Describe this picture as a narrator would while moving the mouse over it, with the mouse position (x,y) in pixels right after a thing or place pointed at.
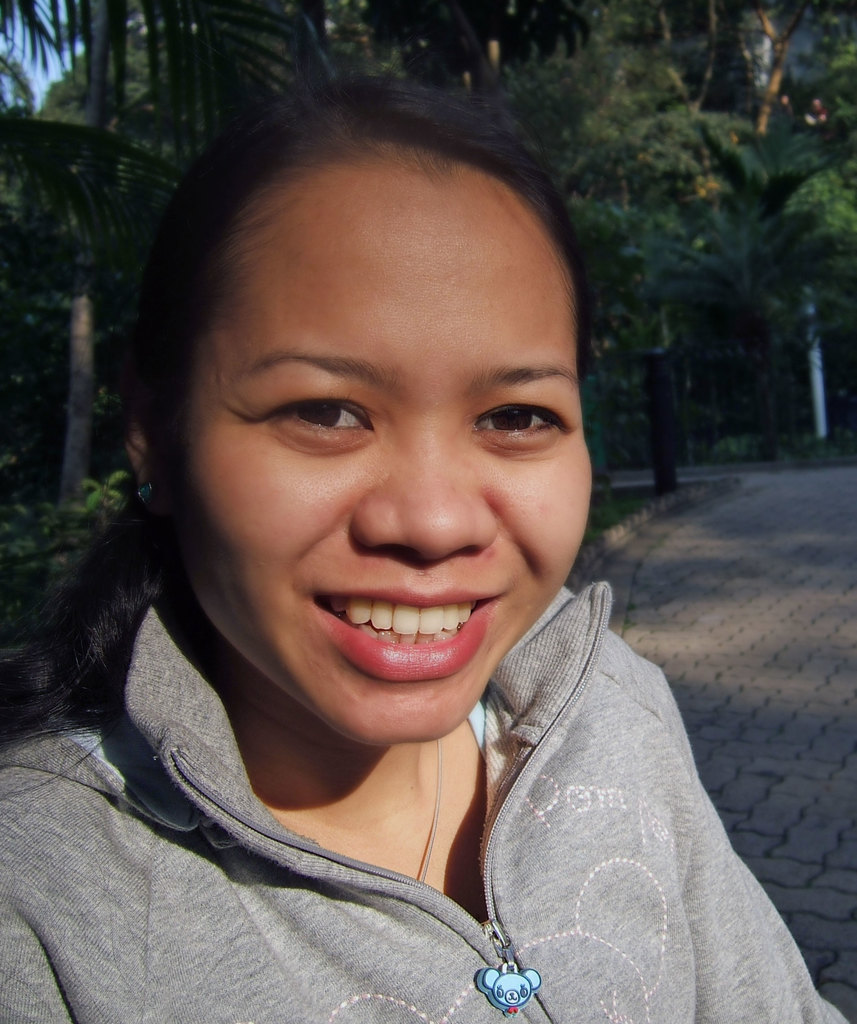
In this picture there is a woman (341,552) who is wearing jacket (386,941) and she is smiling. In the background (86,504) I can see many trees (801,211), plants (753,448) and grass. On the right (712,628) I can see the street walk (753,642). In the top left corner (22,66) I can see the sky (21,52).
